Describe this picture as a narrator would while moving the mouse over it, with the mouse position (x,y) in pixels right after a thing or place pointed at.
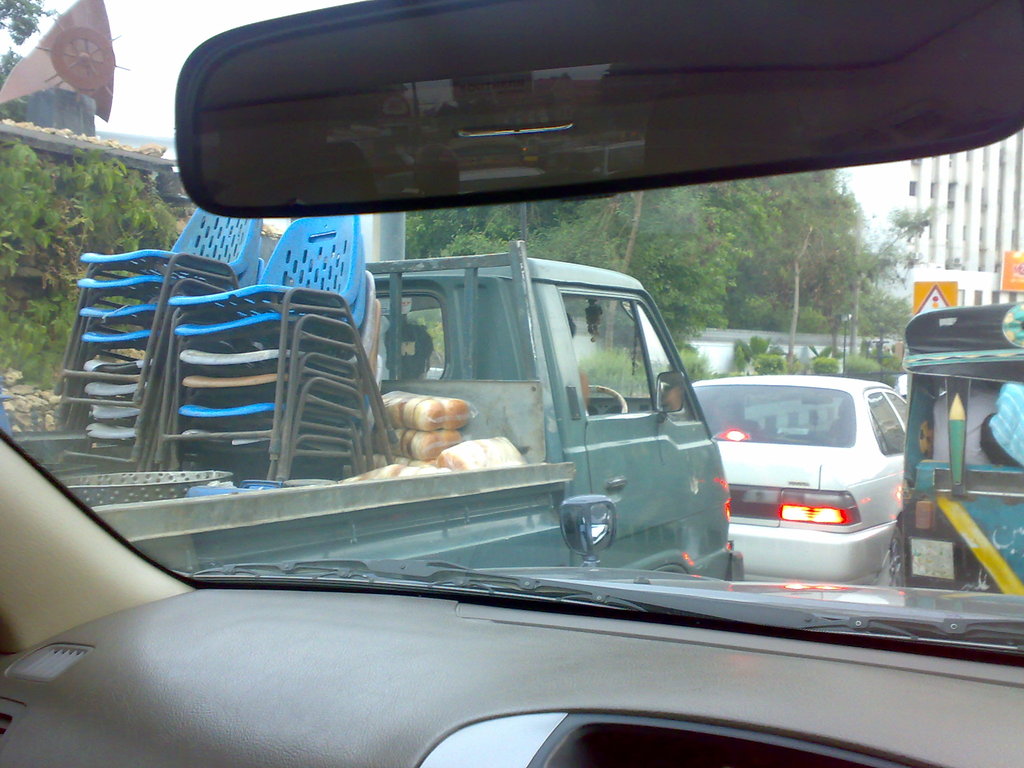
In this image we can see a vehicle (423,710) with the mirror (566,82) and also the glass (547,366) and through the glass (565,418) we can see the other vehicles (695,485), trees (720,251), plants (838,364), building (932,251), wall (710,350), sign board (941,304), banner (1012,263), chairs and also the food items (434,420). We can also see the sky (152,79).
